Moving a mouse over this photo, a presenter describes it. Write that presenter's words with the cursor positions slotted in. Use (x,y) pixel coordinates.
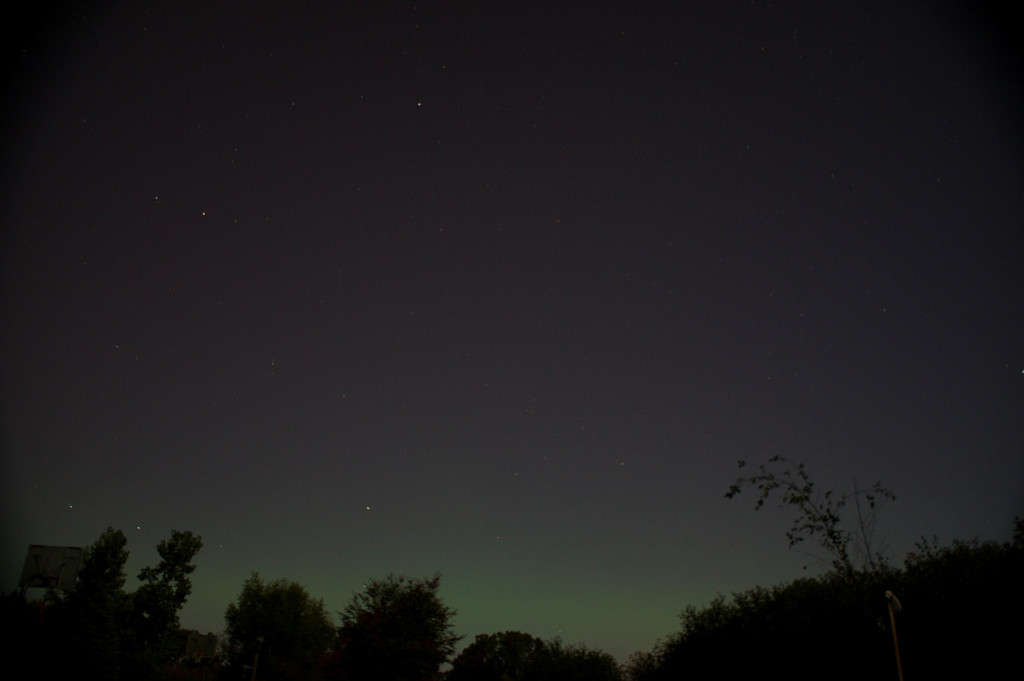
In this image I can see trees (160,634), some objects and the sky (447,429). This image is taken may be during night.
